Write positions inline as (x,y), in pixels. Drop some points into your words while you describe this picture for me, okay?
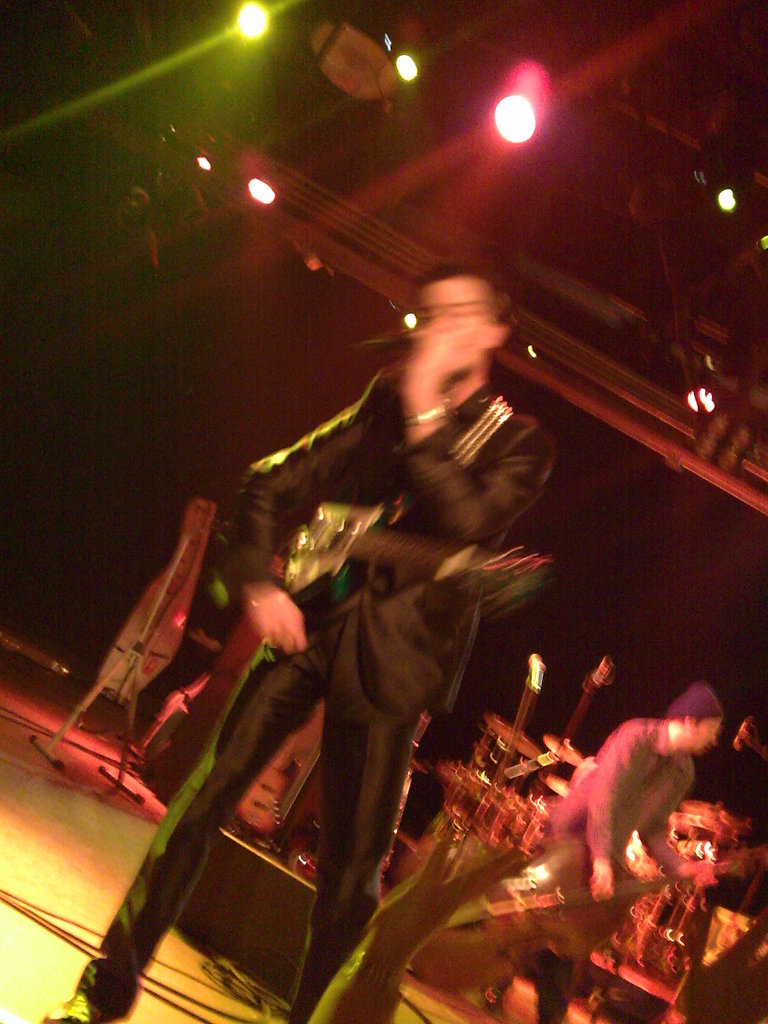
These two persons (319,853) are standing and holding musical instruments (300,590) and this person (474,344) holding microphone (398,348). On the background (516,738) we can see musical instruments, microphones (751,723). On the top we can see lights (507,126). This is floor (118,861).
